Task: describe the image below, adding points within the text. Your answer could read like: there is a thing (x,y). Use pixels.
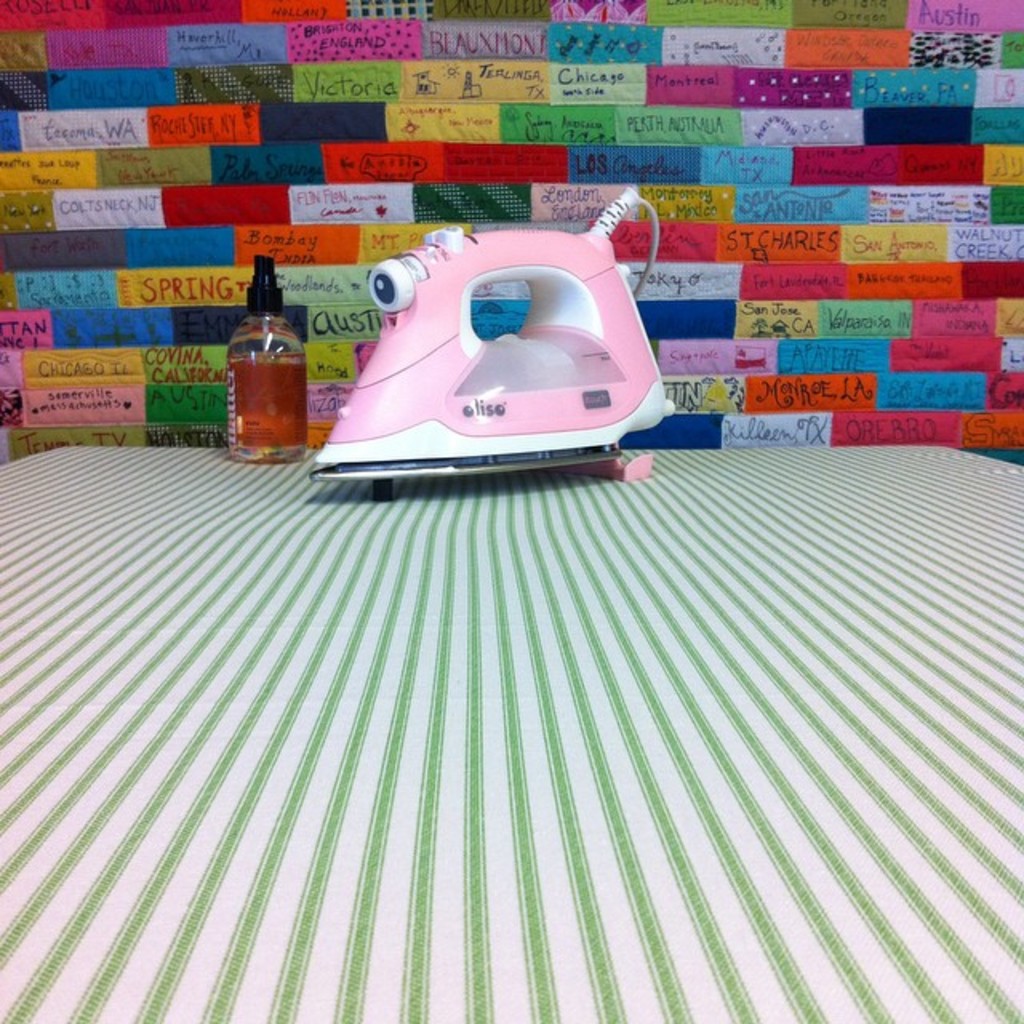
There is an iron box (475,419) placed on the cloth (394,685). Beside the iron box (399,420) there is a bottle (261,388) with some liquid (273,394). In the background (330,63) there are several colors of wall (133,153) here.
